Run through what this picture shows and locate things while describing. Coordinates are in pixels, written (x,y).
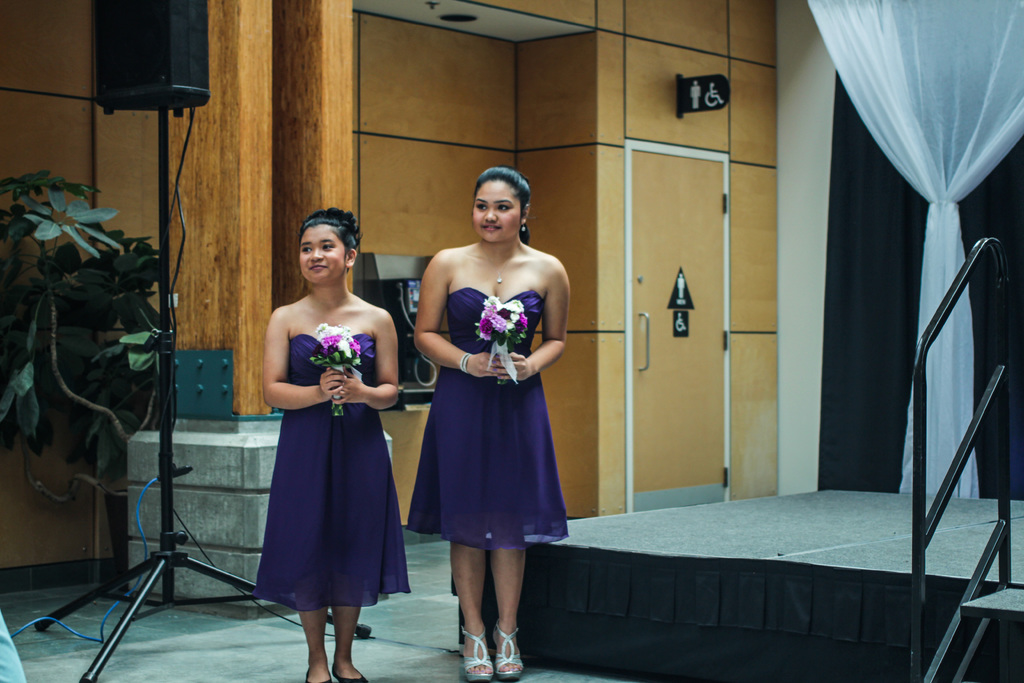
In the foreground of this image (499,433), there are two women (334,504) in violet frocks (337,563) are holding bouquets (483,331) in their hands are standing beside a stage (687,526). In the background (20,290), there is a plant (44,274), a stand (168,139) on which a speaker box (156,44) is attached, wall (361,105), door (664,289), sign boards (694,110), stage (876,495), curtains (944,240), railing (999,519) and a door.
